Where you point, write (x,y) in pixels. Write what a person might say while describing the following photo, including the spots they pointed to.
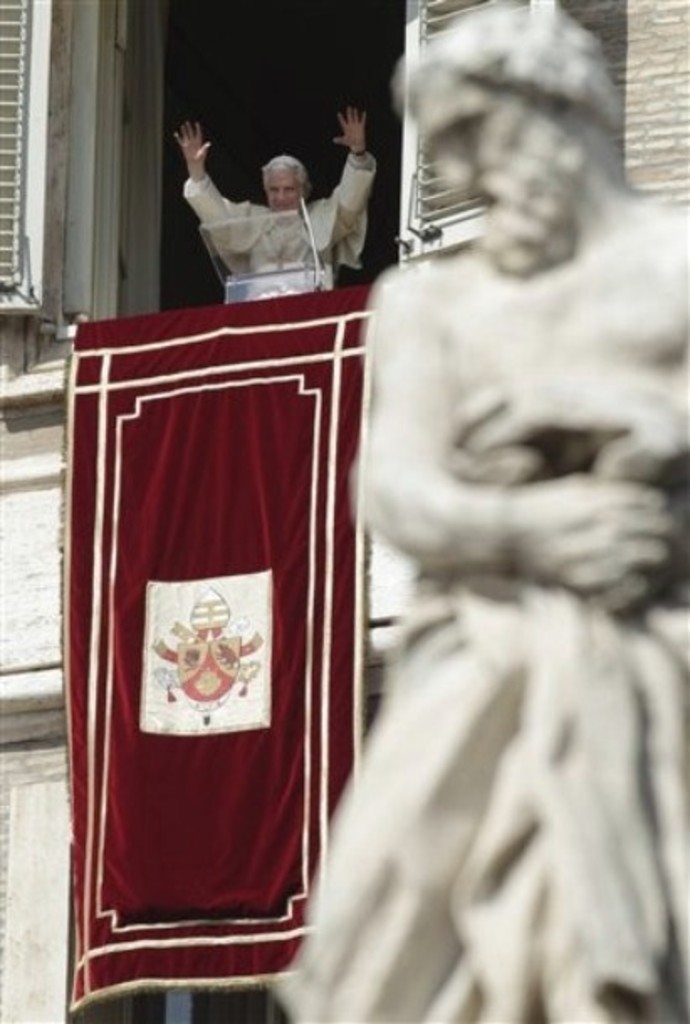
In this image I can see a statue (651,597) which is white in color. I can see a building (30,518) and a red colored cloth (119,539) to the building (15,486). I can see a person (344,140) standing inside the building (323,166).
